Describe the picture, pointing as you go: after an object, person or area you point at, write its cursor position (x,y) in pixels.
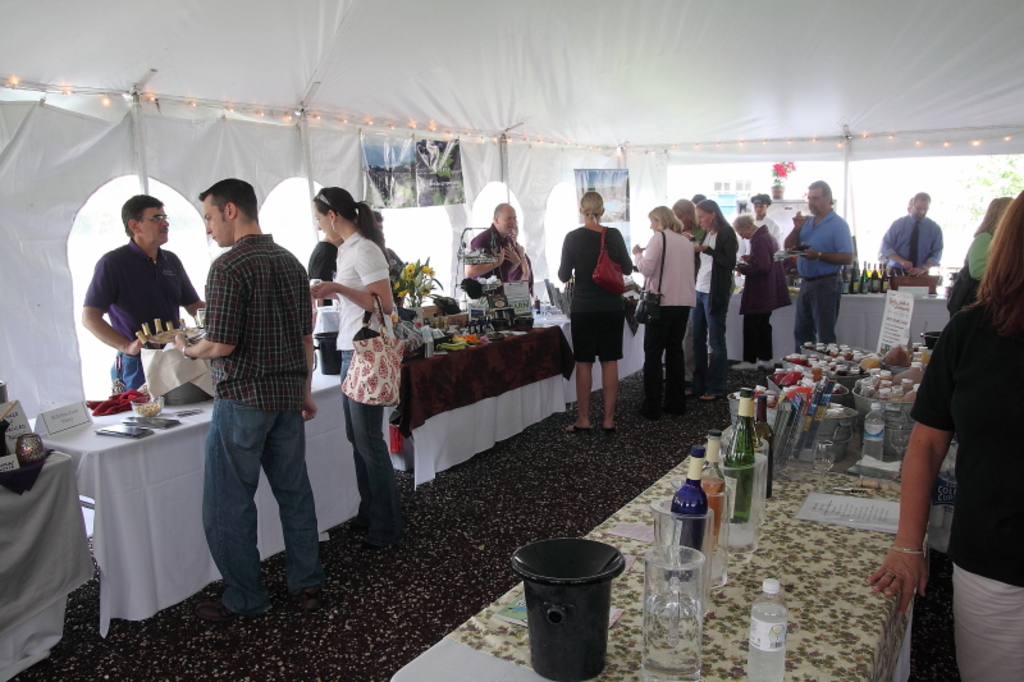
A picture inside of a tent (80,79). In this picture most of the people (1016,210) are standing. In-front of this people (249,303) there are tables (767,564). On tables (816,548) there is a bucket (600,607), jar (659,607), bottles (719,463) and containers (800,392). Posters (438,172) on this tent (292,175).
